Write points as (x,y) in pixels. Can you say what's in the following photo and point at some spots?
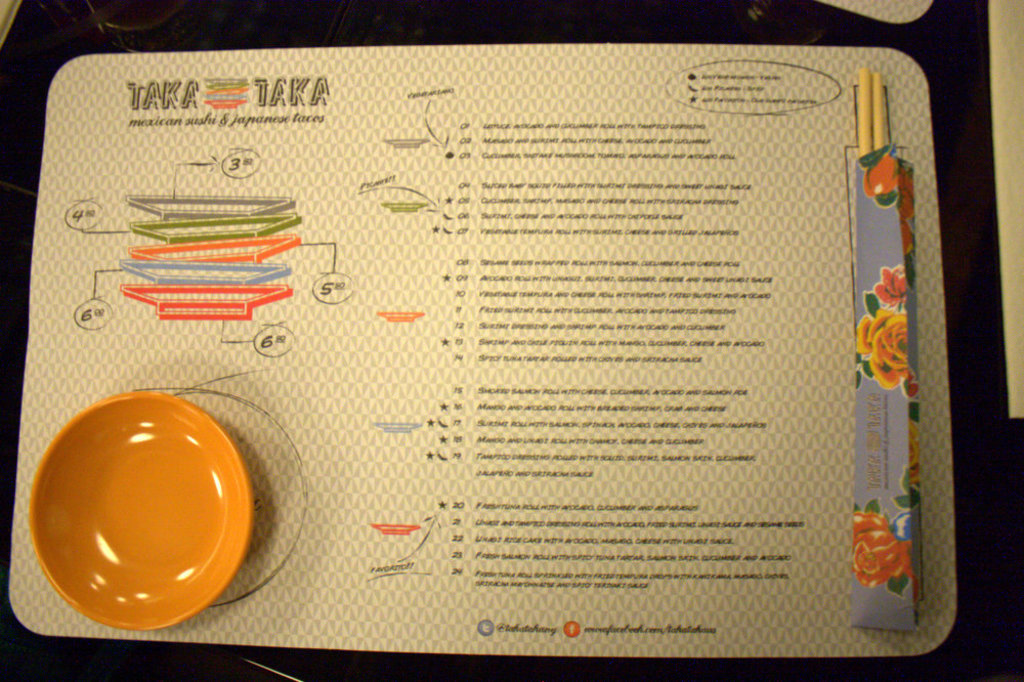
In this picture I can see a plate (251,496) on the left side (193,462), in the middle (535,425) there is the text (505,344) on the board (615,381).
